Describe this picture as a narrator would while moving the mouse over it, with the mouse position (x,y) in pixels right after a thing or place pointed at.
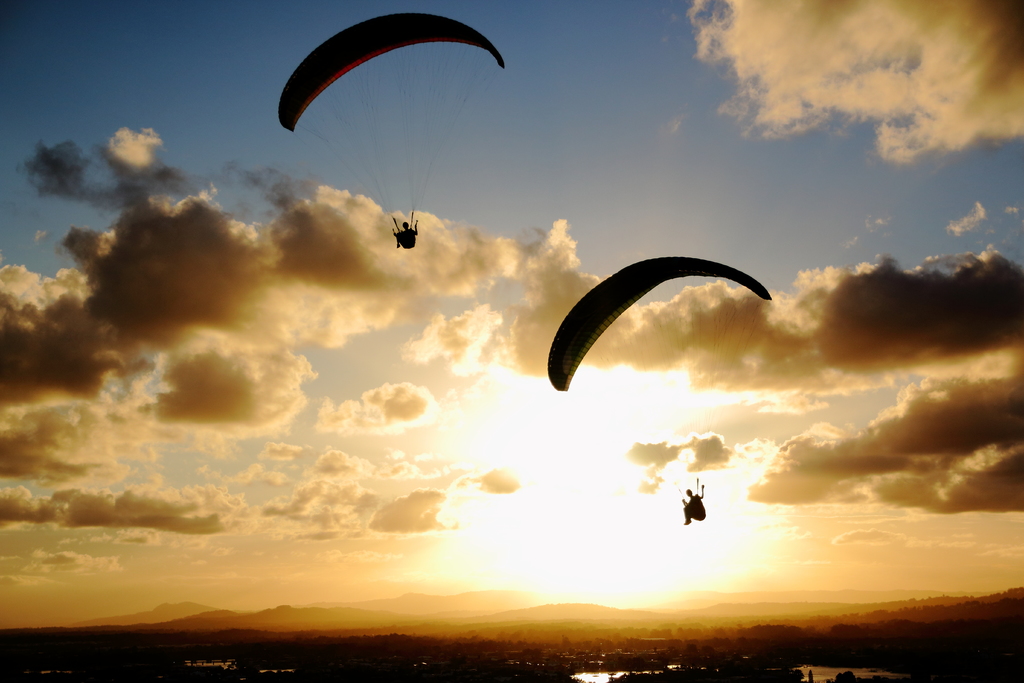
In this picture i can see two people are doing parachuting. In the background (494,533) i can see sky (287,460) and mountains (558,613).
